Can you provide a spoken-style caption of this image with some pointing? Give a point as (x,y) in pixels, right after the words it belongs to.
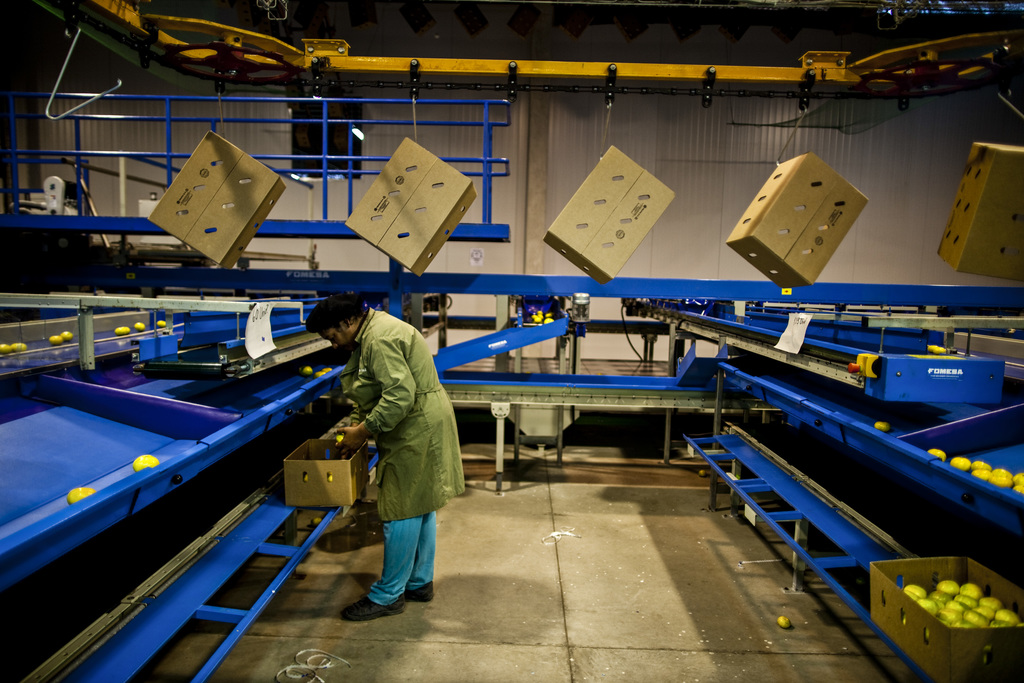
In this image there is a person (384,463) standing in front of the machines (182,328) and there is a box (317,466), in which there are a few objects (336,433). There are some objects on the machines (92,352), at the top of the image (170,209) there are a few cardboard's (404,188) are hanging from the machine (633,62). In the background (615,142) there is a wall (595,134).
